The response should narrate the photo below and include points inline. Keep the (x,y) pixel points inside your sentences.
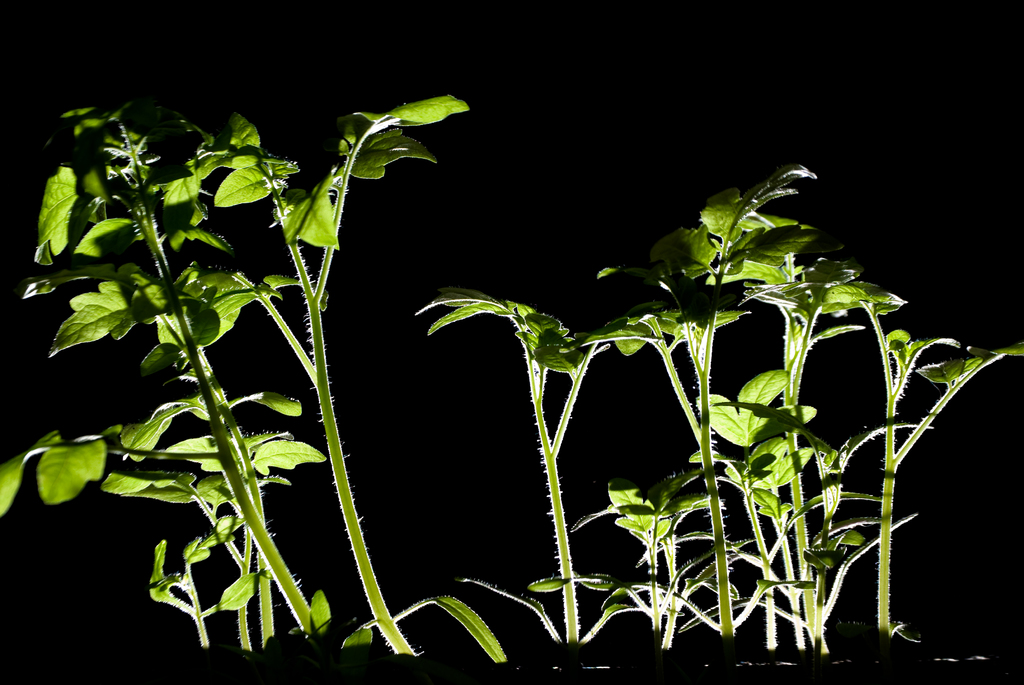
In this image we can see some plants (562,513).
